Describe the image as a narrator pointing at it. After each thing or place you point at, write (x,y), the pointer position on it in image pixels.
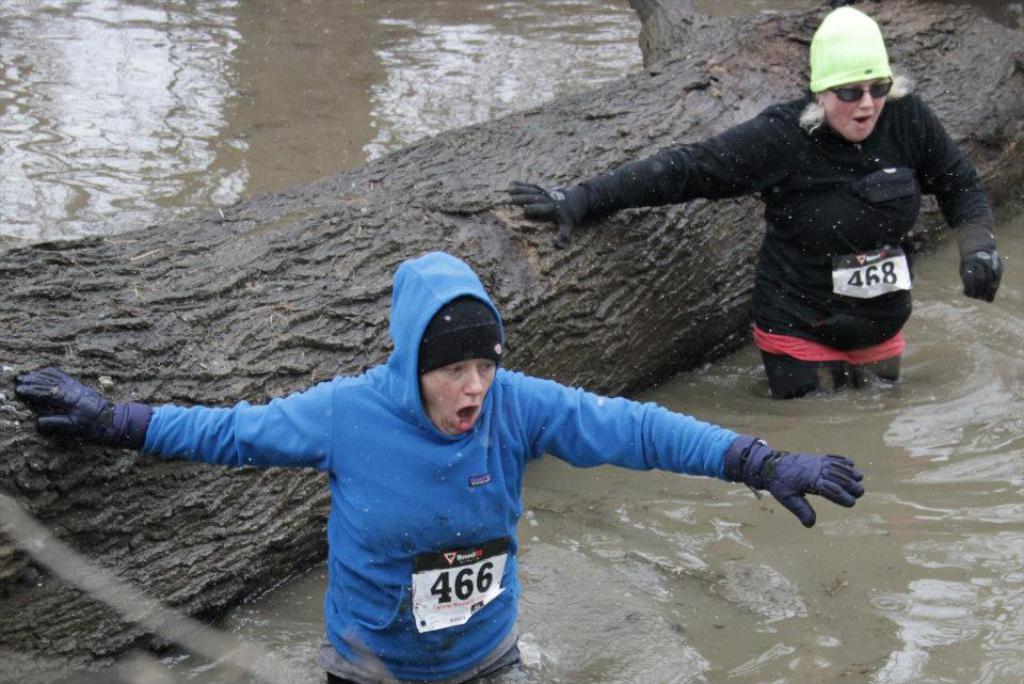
In this image we can see the bark (106,489) of a tree (543,264). We can also see two persons (860,25) wearing the hand gloves (836,495). We can see the pages (487,576) with numbers (448,582). We can also see the water (724,407).
